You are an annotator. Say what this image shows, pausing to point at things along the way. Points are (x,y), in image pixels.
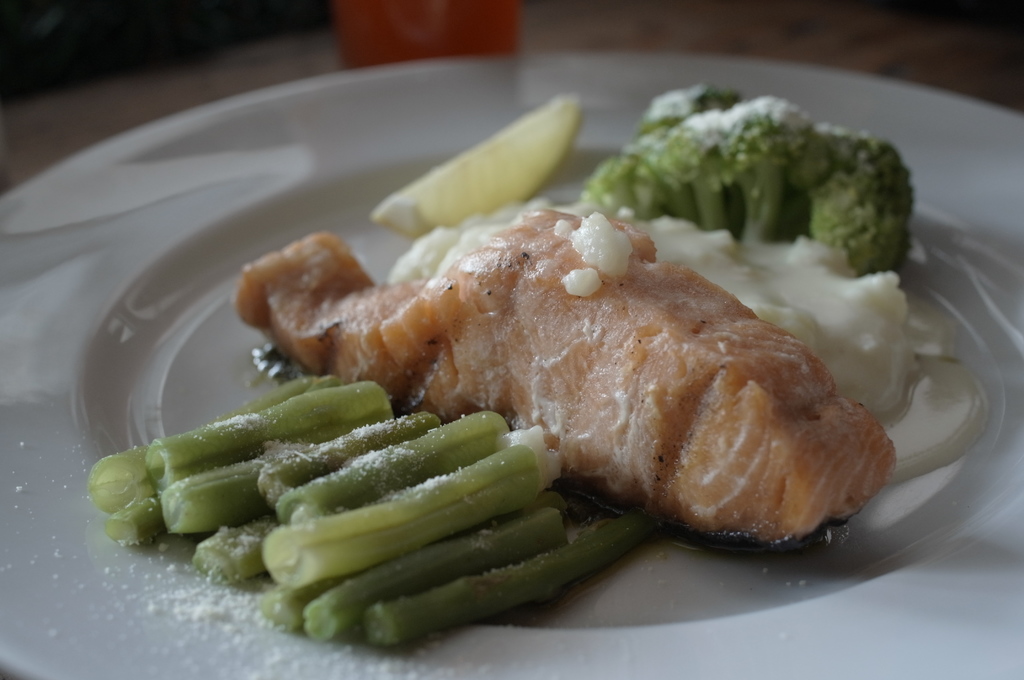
In this picture I can observe some food (477,325) placed in the plate (194,302). The food (715,269) is in green and brown color. The plate (68,342) is in white color. This plate (188,216) is placed on the table (543,51).
